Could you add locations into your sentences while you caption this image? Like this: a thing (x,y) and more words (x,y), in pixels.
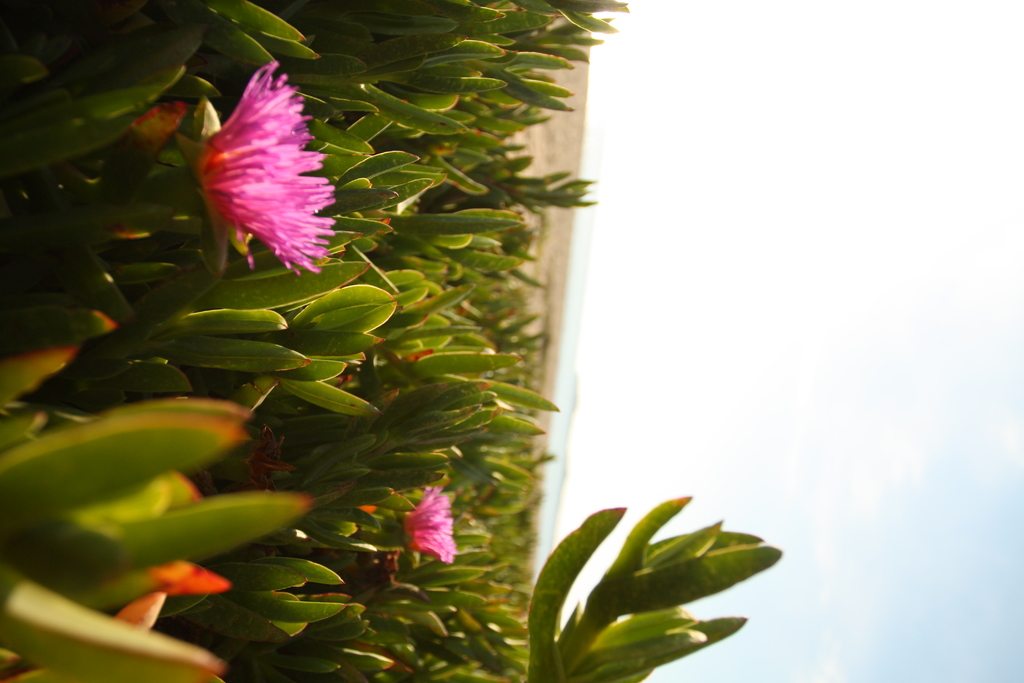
In the image there are flowers (292,199) to the plants (367,346) and in the back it seems to be a sea (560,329), this is a inverted image and above its sky (900,320).
